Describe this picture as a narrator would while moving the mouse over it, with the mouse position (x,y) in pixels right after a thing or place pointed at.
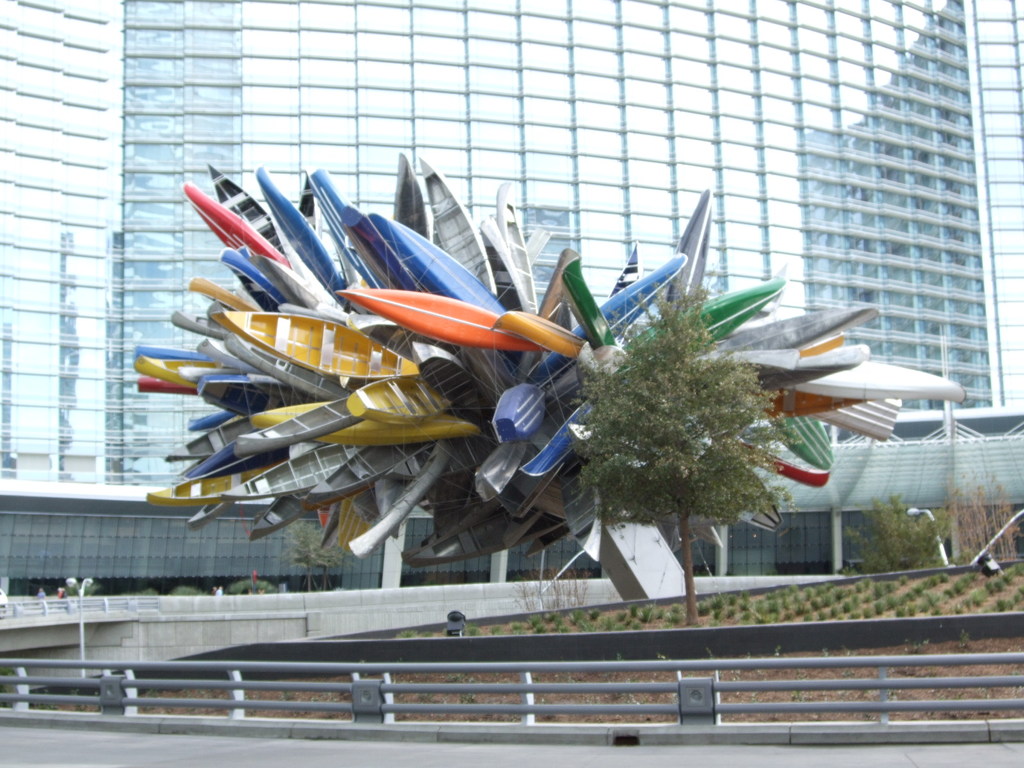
In this image, there is an outside view. There is a tree (662,408) in the middle of the image (588,454). There is a bridge (503,704) at the bottom of the image (503,705). In the background of the image (472,143), there is a building (668,105).
